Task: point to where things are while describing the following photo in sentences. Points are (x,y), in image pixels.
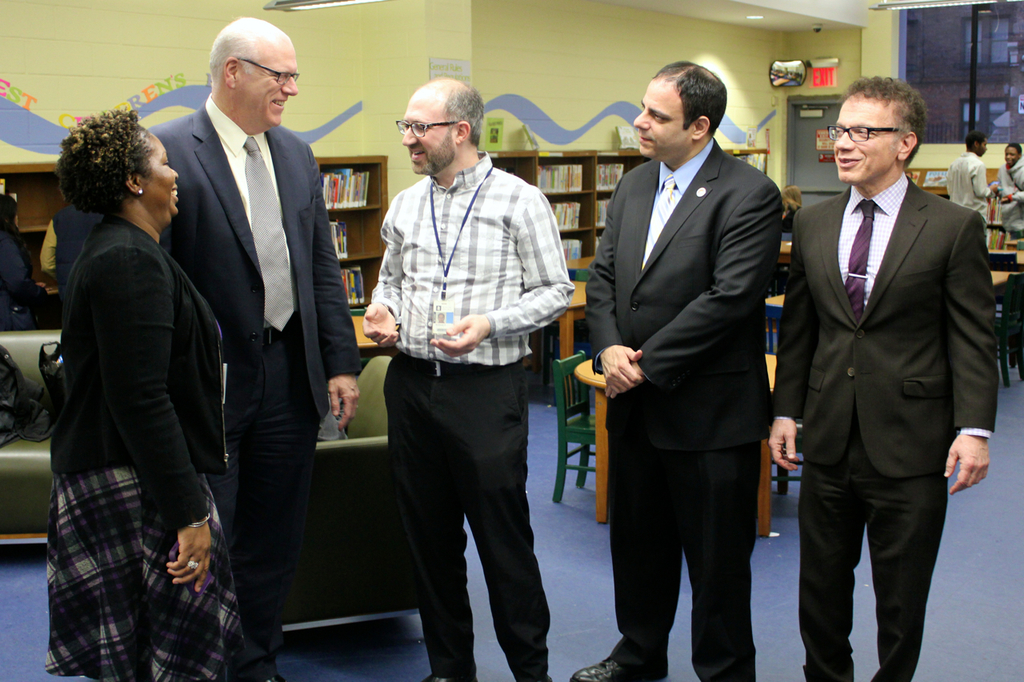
In this picture I can see few people (626,391) are standing, behind we can see some chairs (578,389), couches (370,496), bookshelves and painted wall (772,172).
